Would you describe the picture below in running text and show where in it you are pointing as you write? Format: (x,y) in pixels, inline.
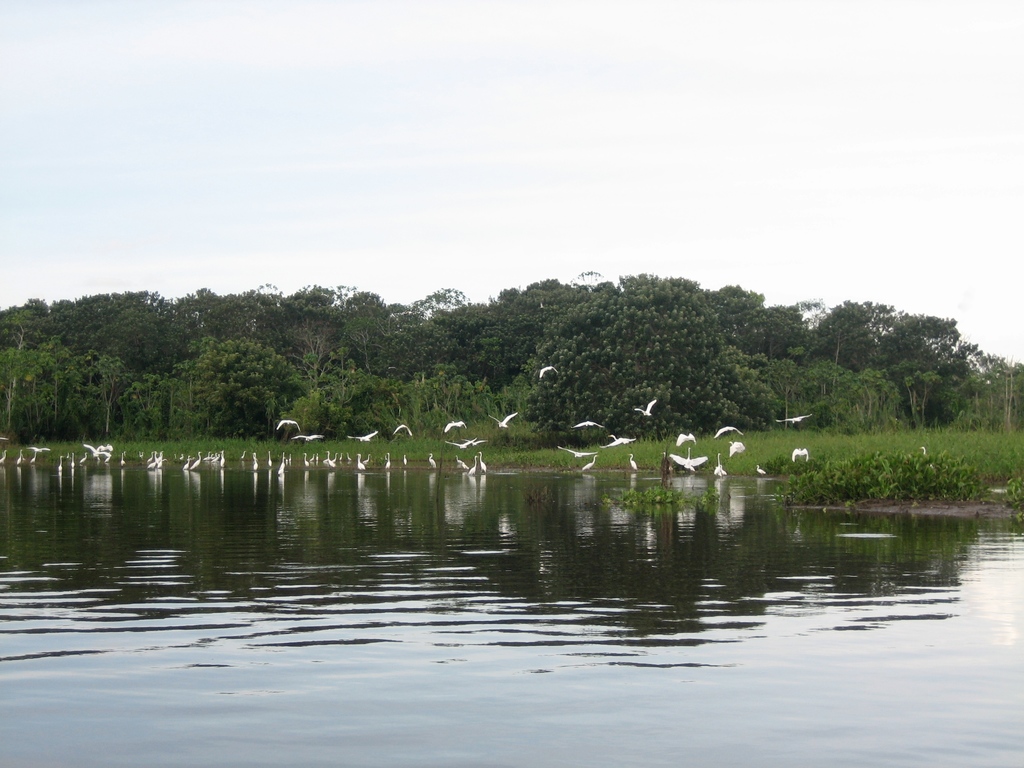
At the bottom of the image (259,590) we can see a river (397,562) and birds (545,370). In the background (582,441) there are trees (244,381) and sky (739,155).
